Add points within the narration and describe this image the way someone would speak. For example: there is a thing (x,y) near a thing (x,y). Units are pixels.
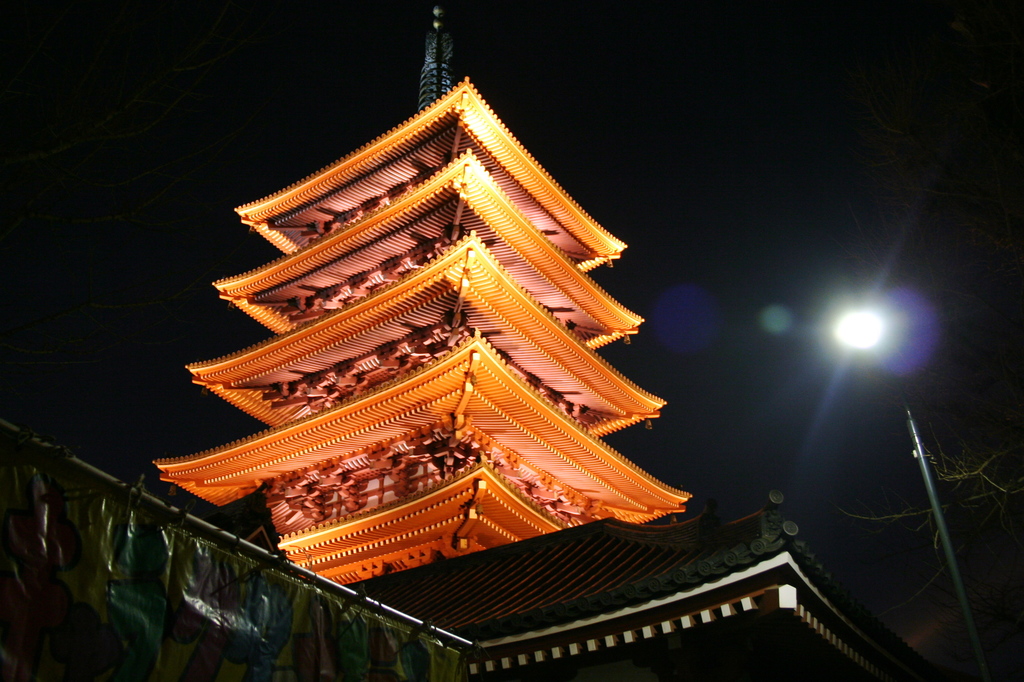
In this image I can see a building top (857,623), this picture is taken during night and there is a light focus (894,328) visible on the right side (875,309) background (736,81) is very dark.
